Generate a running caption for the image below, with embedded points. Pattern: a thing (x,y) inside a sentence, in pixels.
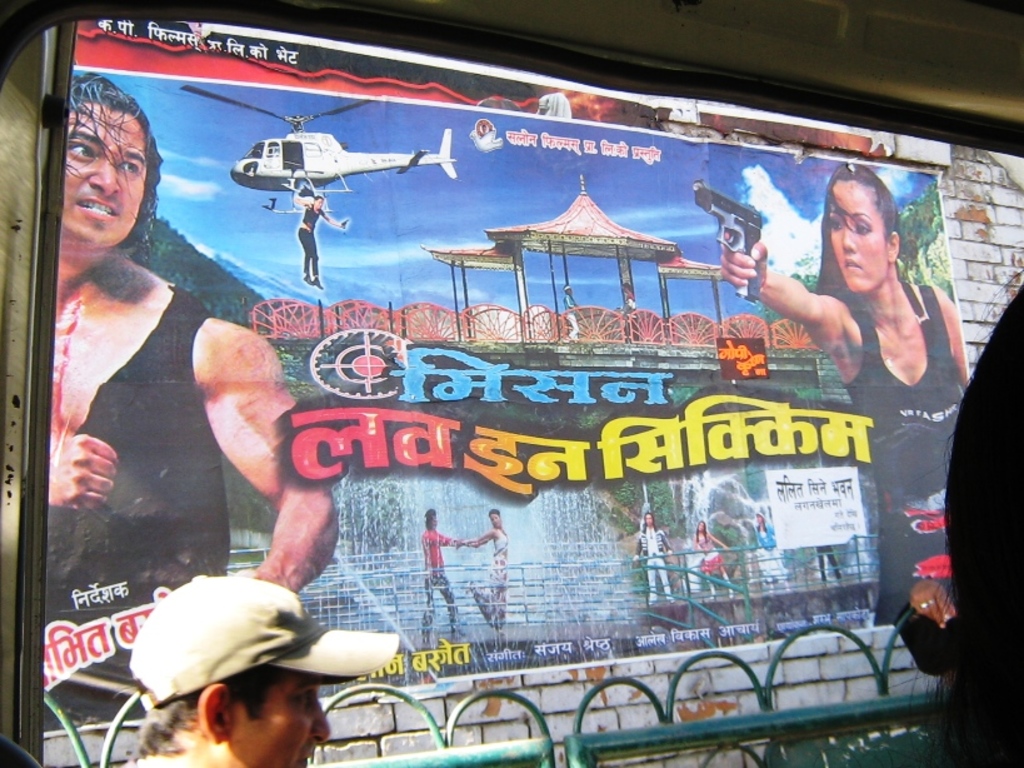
In this picture we can see a person (194,766) and in the background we can see a poster (87,673), in this poster (66,657) we can see persons (121,607), water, sky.
